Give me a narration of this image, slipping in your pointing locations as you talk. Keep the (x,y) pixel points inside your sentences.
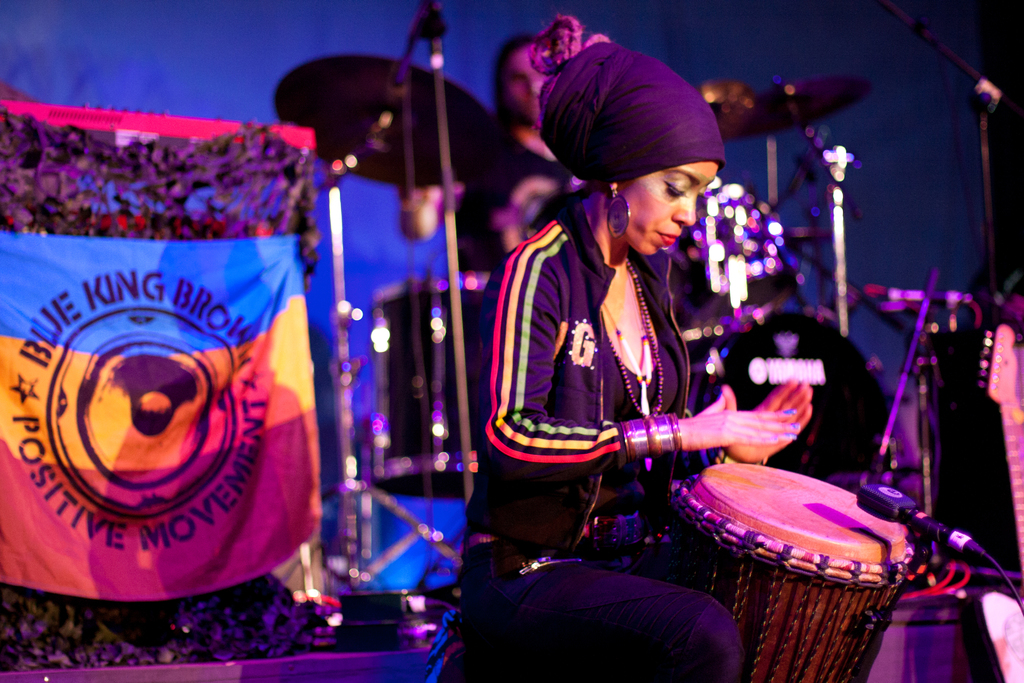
this picture shows a woman (685,665) playing drums (780,627) on the dais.
